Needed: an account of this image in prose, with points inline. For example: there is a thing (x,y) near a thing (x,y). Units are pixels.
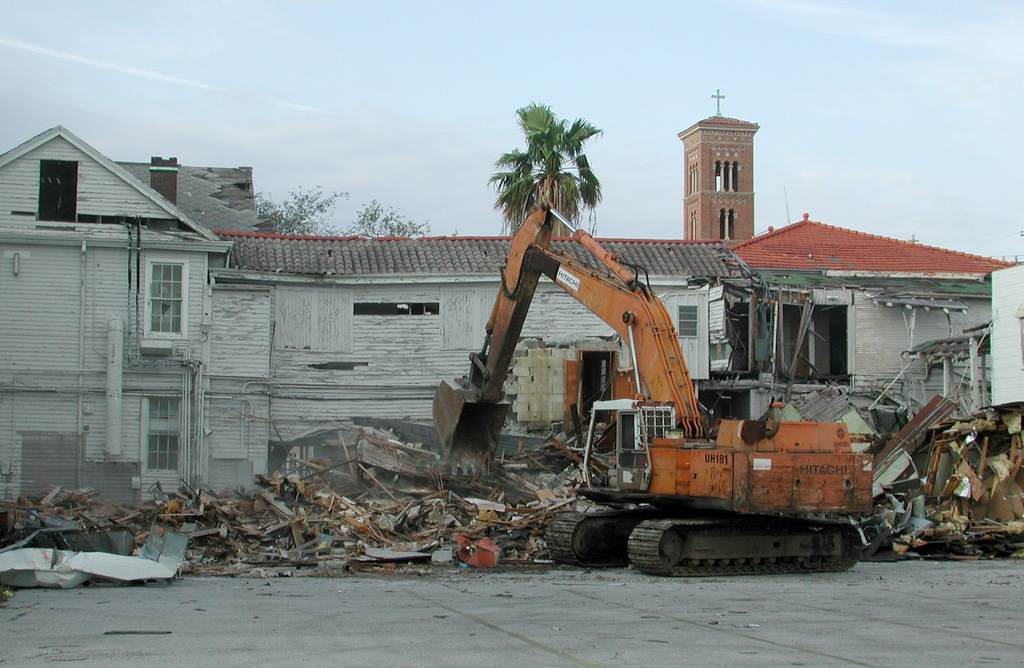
In the image there is a house (198,389) and it is deconstructed by a crane (571,274), behind the house (541,295) there is a tree (548,146) and a church (692,140).
